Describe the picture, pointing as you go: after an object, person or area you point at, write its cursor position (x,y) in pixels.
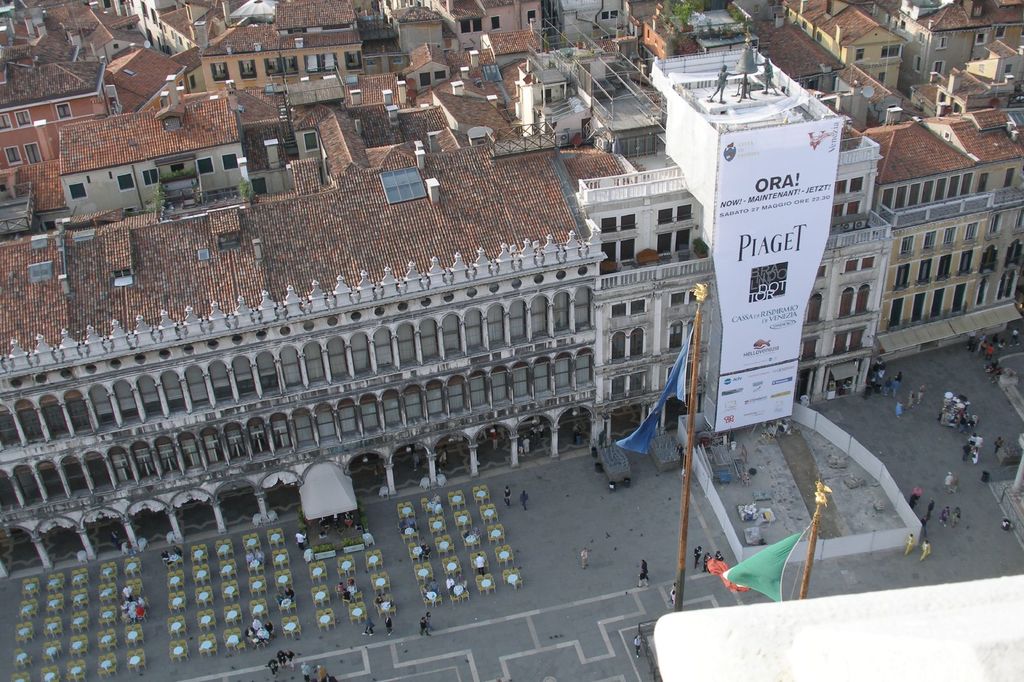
In the picture there is a road (580,460), on the road (580,460) there may be many tables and chairs (427,554), there are people (485,563) walking on the road (636,470), there are houses (799,389), there are poles (824,490) with the flags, there is a banner (757,232) with the text (746,216).
